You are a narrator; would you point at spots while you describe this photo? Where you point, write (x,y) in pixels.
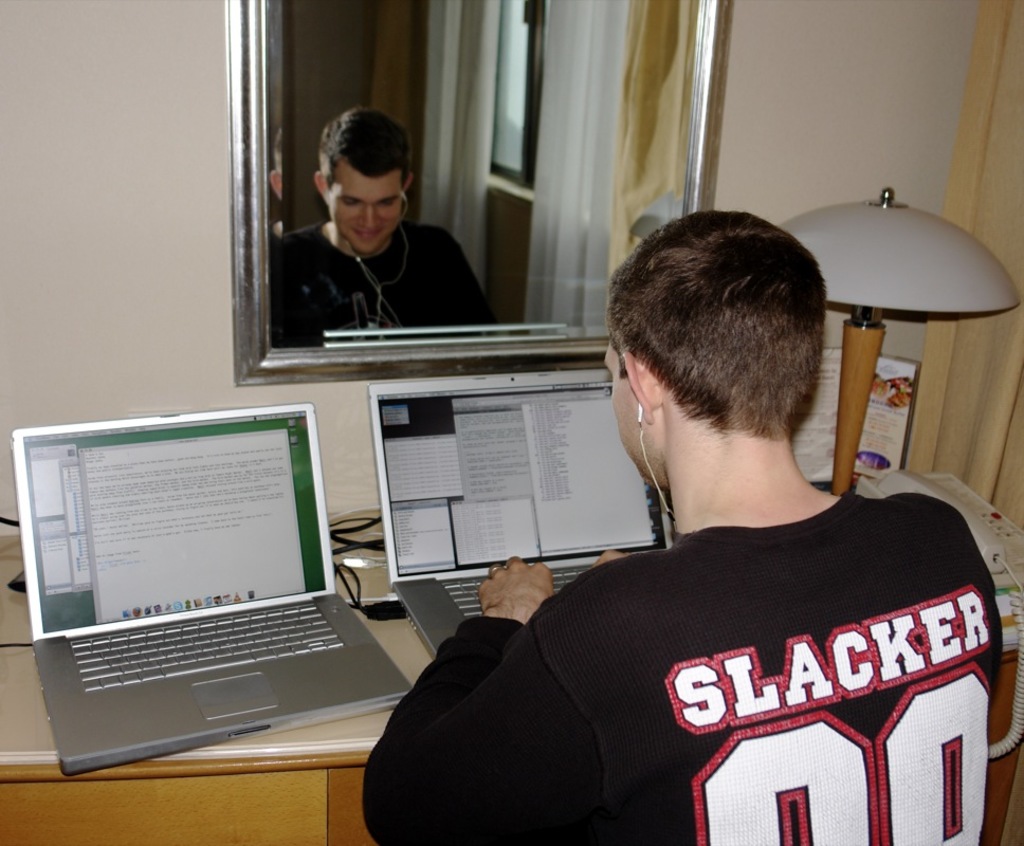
In the image there is a boy (739,578) in front of laptop (509,520) and beside the laptop (444,573) there is another laptop (189,553), His image (359,219) is reflected on the mirror (365,186) and there is a lamp (909,275) beside him, In the mirror (530,129) we can see window (533,151) with curtains (643,132).
